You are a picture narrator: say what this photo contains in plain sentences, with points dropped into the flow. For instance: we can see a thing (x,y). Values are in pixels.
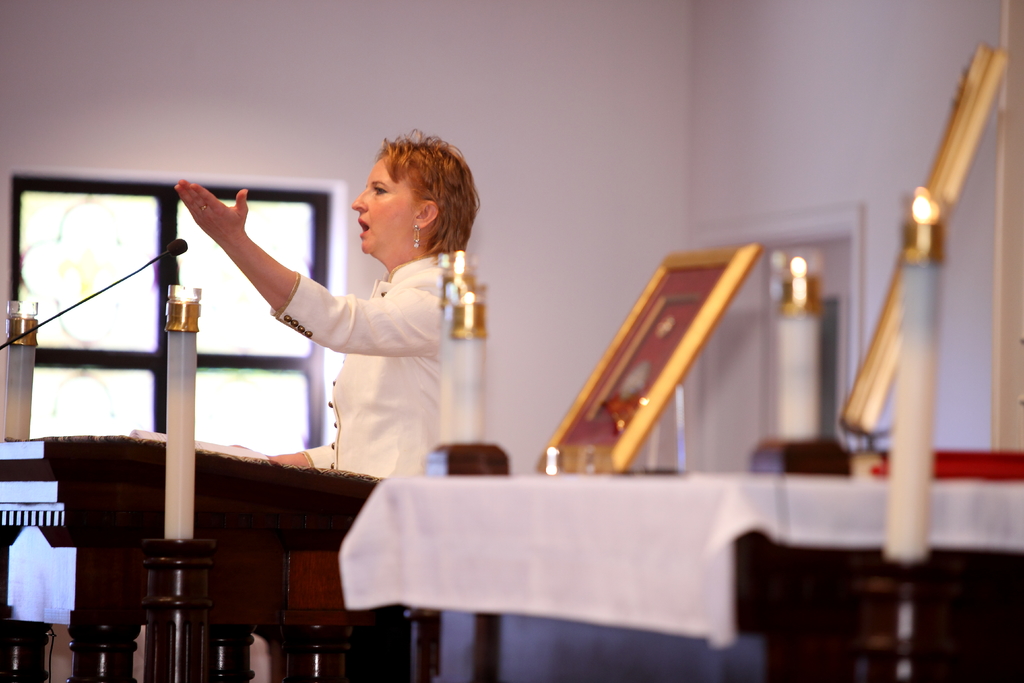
In this image we can see a woman (376,240), mike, tablecloth (485,563), frame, and few objects (71,561). In the background (988,312) we can see wall (539,50) and a window (210,400).
